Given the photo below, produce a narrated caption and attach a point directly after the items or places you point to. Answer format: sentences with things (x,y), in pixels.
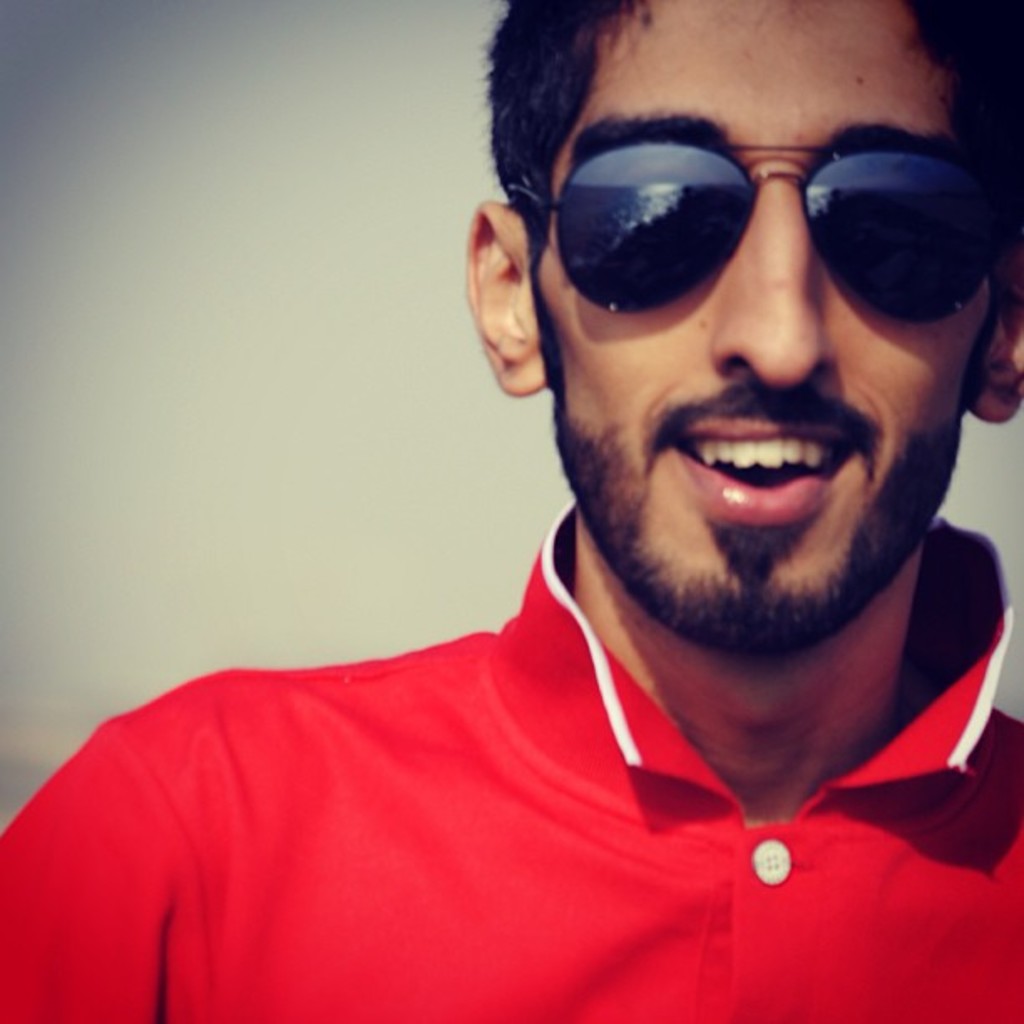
In this image I can see a man (595,448), I can see he is wearing black colour shades (915,202) and red colour dress (664,857).
